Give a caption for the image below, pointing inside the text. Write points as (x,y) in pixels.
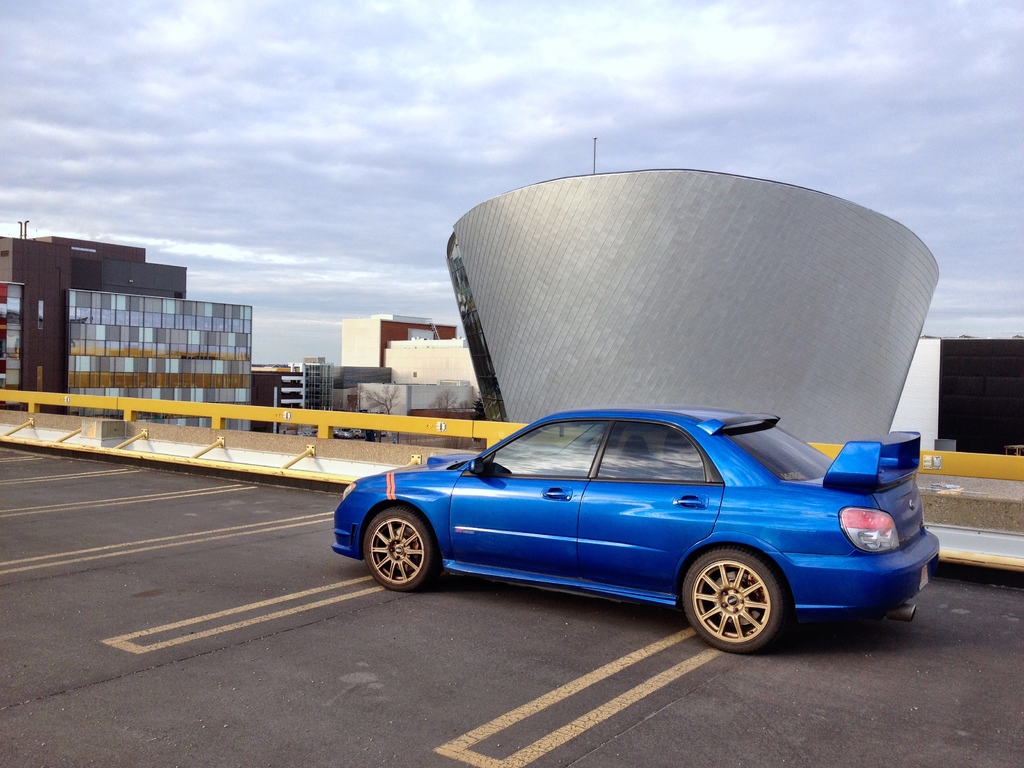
In this picture there is a blue color car (472,514) in the center of the image (483,501), on the road (841,755) and there are buildings (507,355) in the background area of the image (564,322).
